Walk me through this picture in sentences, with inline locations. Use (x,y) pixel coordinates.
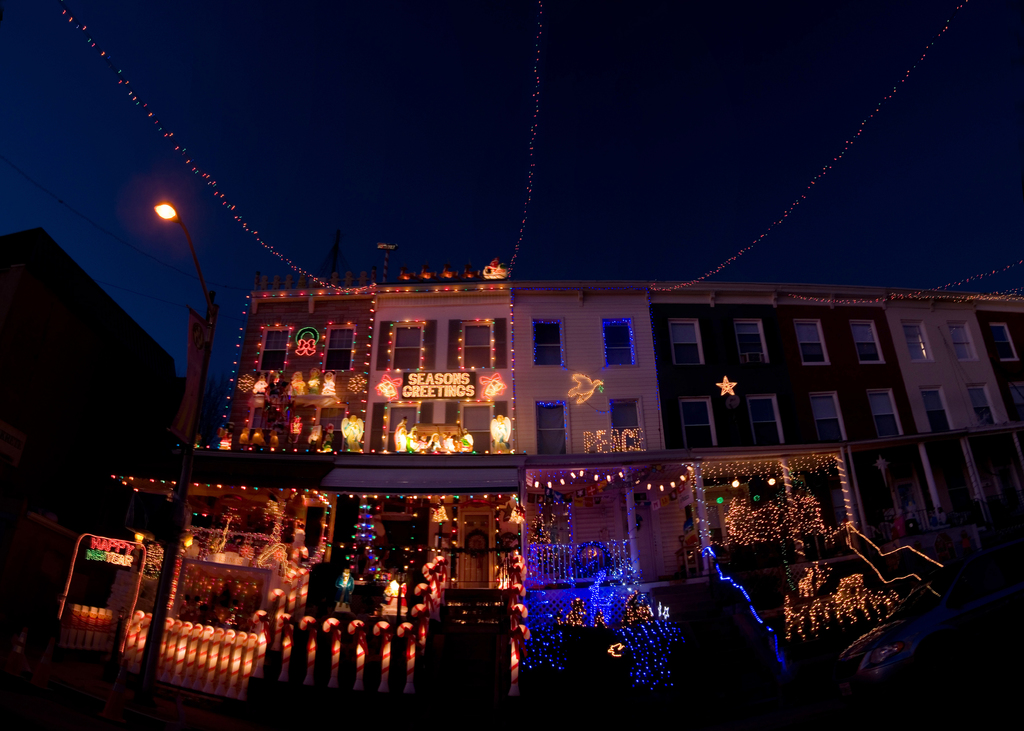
In this image I can see a building (532,452), number of windows (267,356) and number of lights (383,669) as decoration. I can also see a pole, a street light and I can see this image is little bit in dark.
